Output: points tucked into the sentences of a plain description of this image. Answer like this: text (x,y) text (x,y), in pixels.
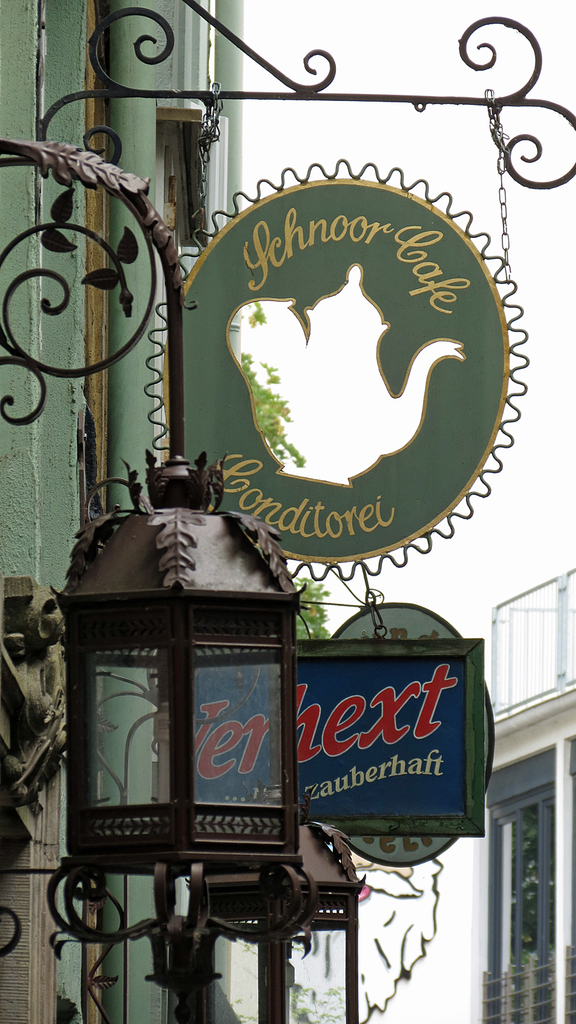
In this picture we can see some lanterns (273,639) and few boards (410,649) on the pole (173,364). There is a building (522,958) on the left side (159,308) and on the right side (568,702).
